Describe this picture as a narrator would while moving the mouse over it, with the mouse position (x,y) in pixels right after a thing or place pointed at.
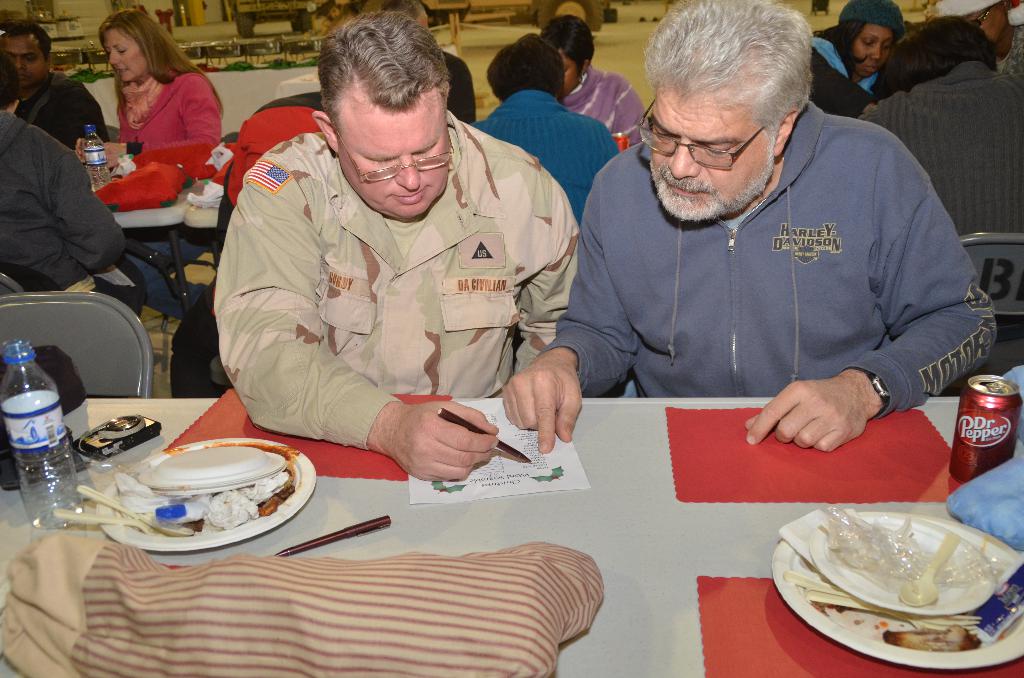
On the left side (340,160), there is a person (459,179) in a uniform (493,160), sitting, holding a pen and placing it on a paper (533,454). On the right side (702,43), there is a person (663,108) sitting and placing a finger (538,404) of a hand (532,392) on the paper (555,473) which is on the table (570,540), there is a cloth (349,625), plates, tin (993,416), bottle (48,485), camera (122,437) and an object (988,514). In the background (571,97), there are persons (928,24) sitting in front of a table (224,93) on which, there are some objects (93,126).
